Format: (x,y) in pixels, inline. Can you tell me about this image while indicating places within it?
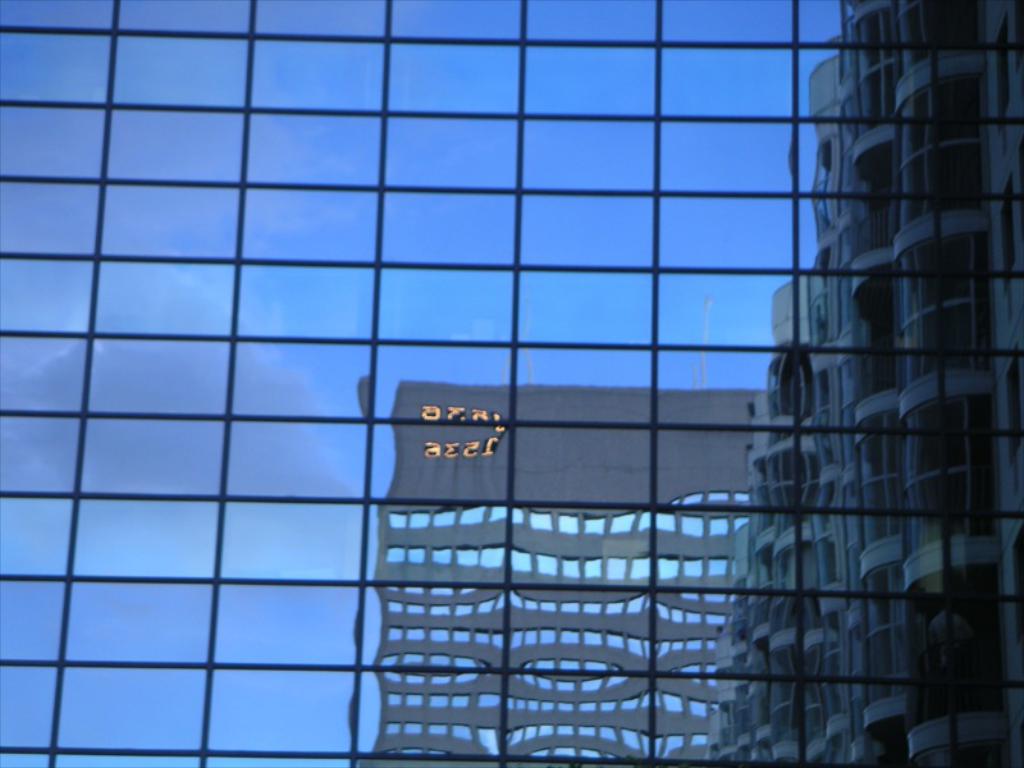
In this image in front (833,725) there is a glass window (428,561). Through glass window (677,449) we can see buildings (573,436) and sky (393,316).
